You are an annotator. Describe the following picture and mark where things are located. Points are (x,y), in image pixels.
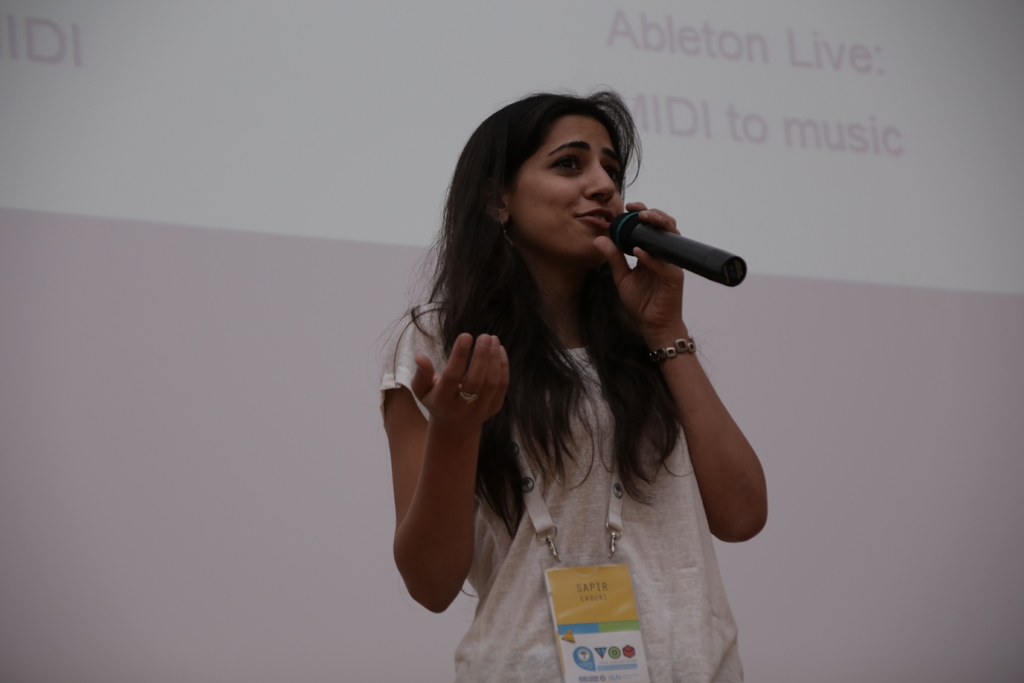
In this image there is a woman (693,668) with white shirt (653,677) wearing a tag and talking in a microphone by holding in her hand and at the back ground (437,182) there is a screen (222,66).
